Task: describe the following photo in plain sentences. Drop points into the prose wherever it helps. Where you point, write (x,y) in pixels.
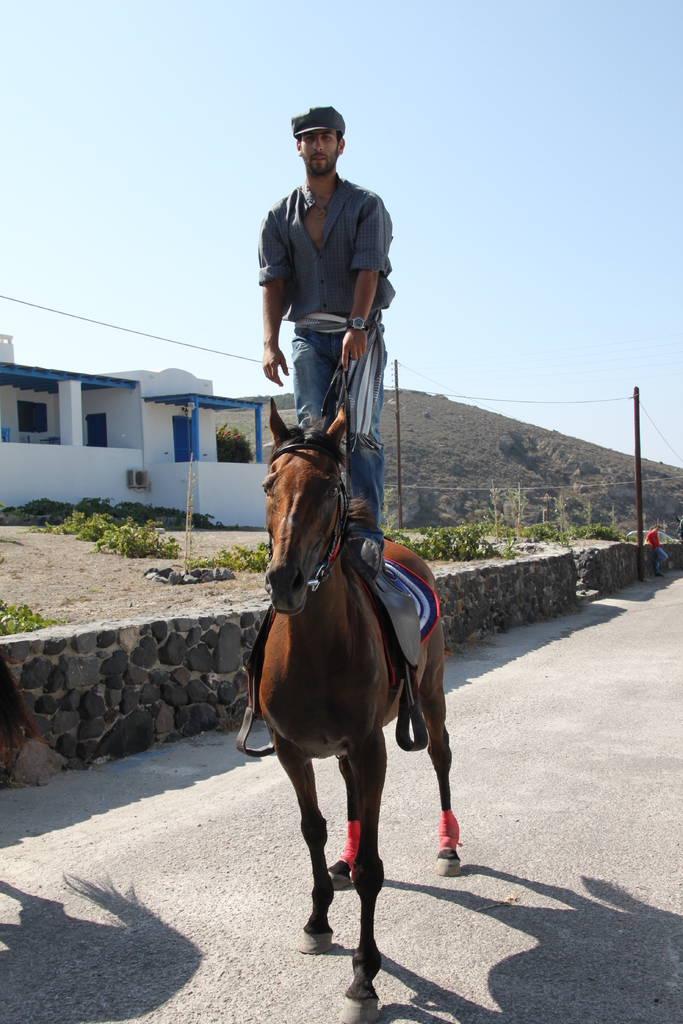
In the image we can see a man (326,251) wearing clothes (336,230), a cap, a wristwatch (352,324) and the man (347,364) is standing on the horse (393,552). Here we can see the road (557,712), wall (219,656) and grass (111,528). Here we can see the house (127,403), electric wire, hill (438,448) and the sky (541,179).
